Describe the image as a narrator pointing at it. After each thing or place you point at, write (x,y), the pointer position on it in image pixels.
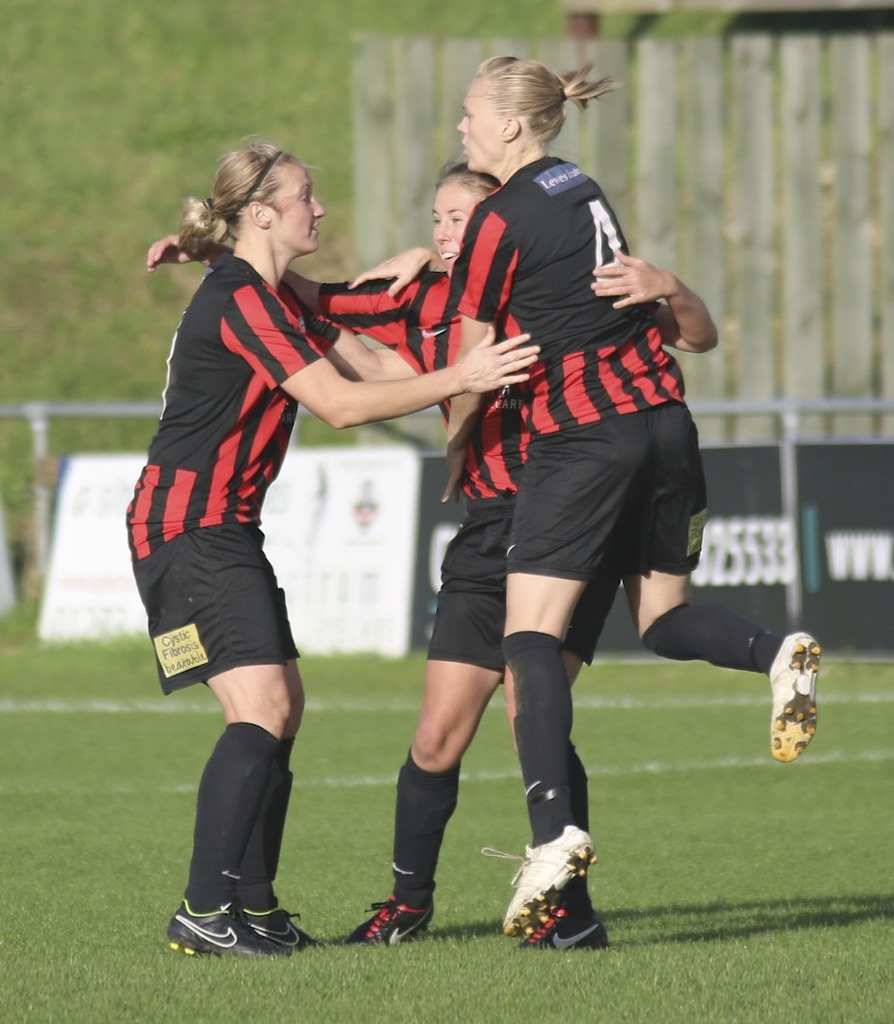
This picture is clicked outside. On the right (600,407) we can see a person (541,202) wearing t-shirt (569,269) and seems to be jumping in the air and we can see the two persons (424,367) wearing red color t-shirts (455,319) and standing on the ground (367,948) and we can see the green grass (103,911). In the background (730,552) we can see the metal rods (797,565) and the text (848,544) and numbers (764,538) on a black color object (842,526) seems to be the banner (861,469) and we can see the wooden planks (810,155) and some other objects (713,10).
